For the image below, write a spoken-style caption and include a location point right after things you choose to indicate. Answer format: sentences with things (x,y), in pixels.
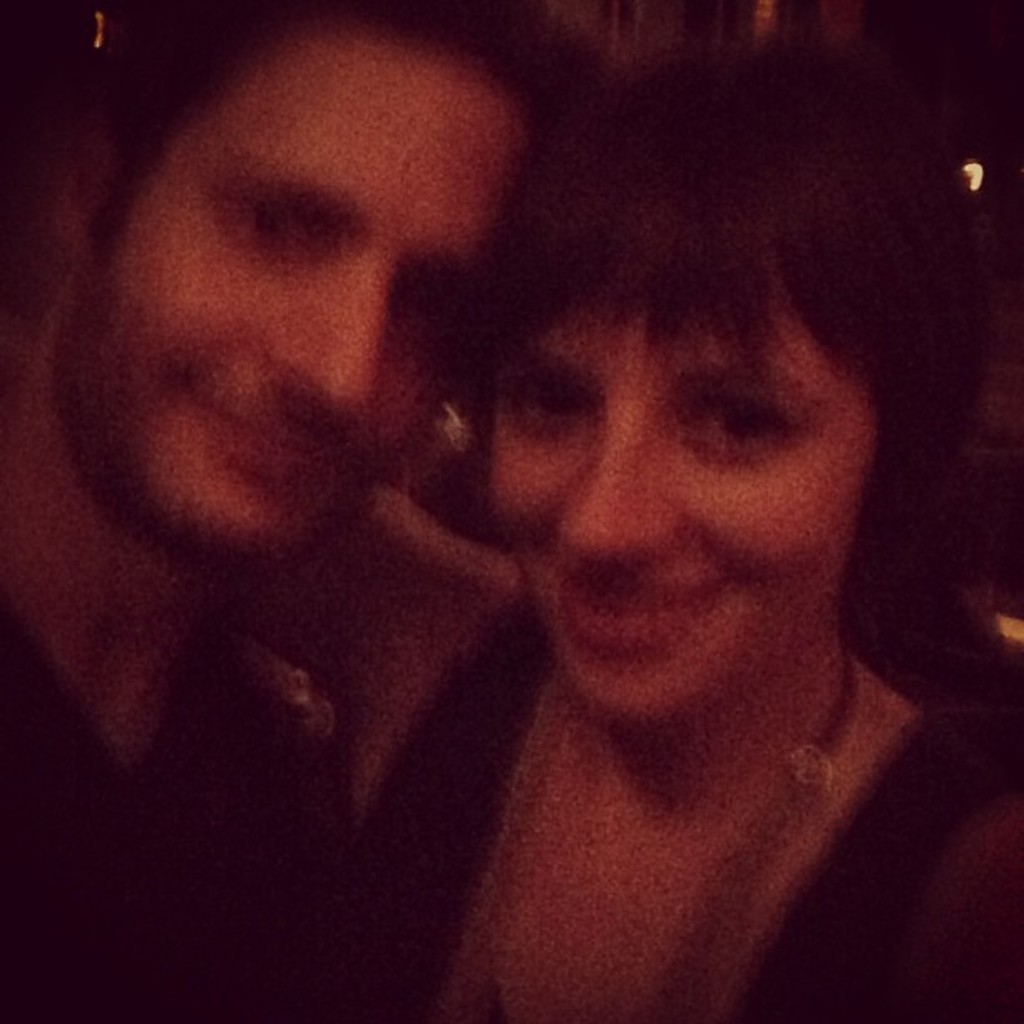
This is a blur picture with a women (704,771) and a man (210,775) giving a pose.
